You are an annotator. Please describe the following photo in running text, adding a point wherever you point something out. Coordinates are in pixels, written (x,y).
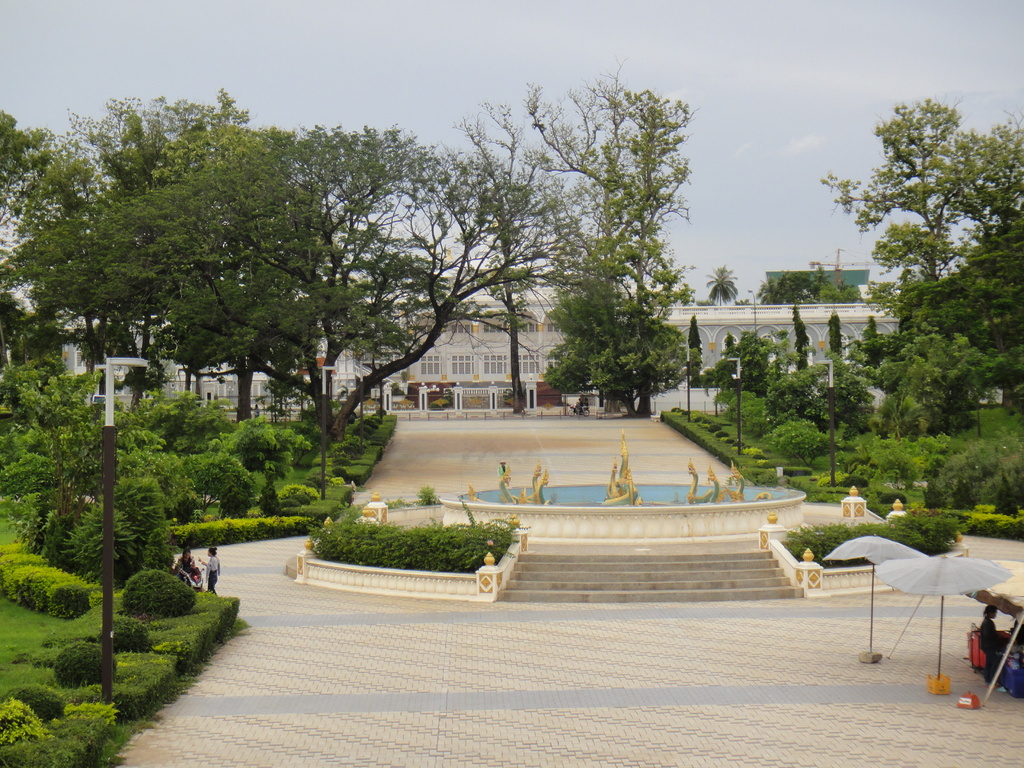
In this image we can see a building (347,355). In front of the building (466,365) we can see the plants (786,388), trees (116,411) and a fountain (616,518). On the left side (156,534), we can see the plants (356,534), trees (166,543), a pole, grass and persons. On the right side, we can see the plants (802,468), trees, grass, umbrellas (876,552) and persons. At the bottom (229,563) we can see the floor (766,623). Behind the building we can see the trees (834,282), building (790,271) and a crane tower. At the top (383,76) we can see the sky (330,45).
